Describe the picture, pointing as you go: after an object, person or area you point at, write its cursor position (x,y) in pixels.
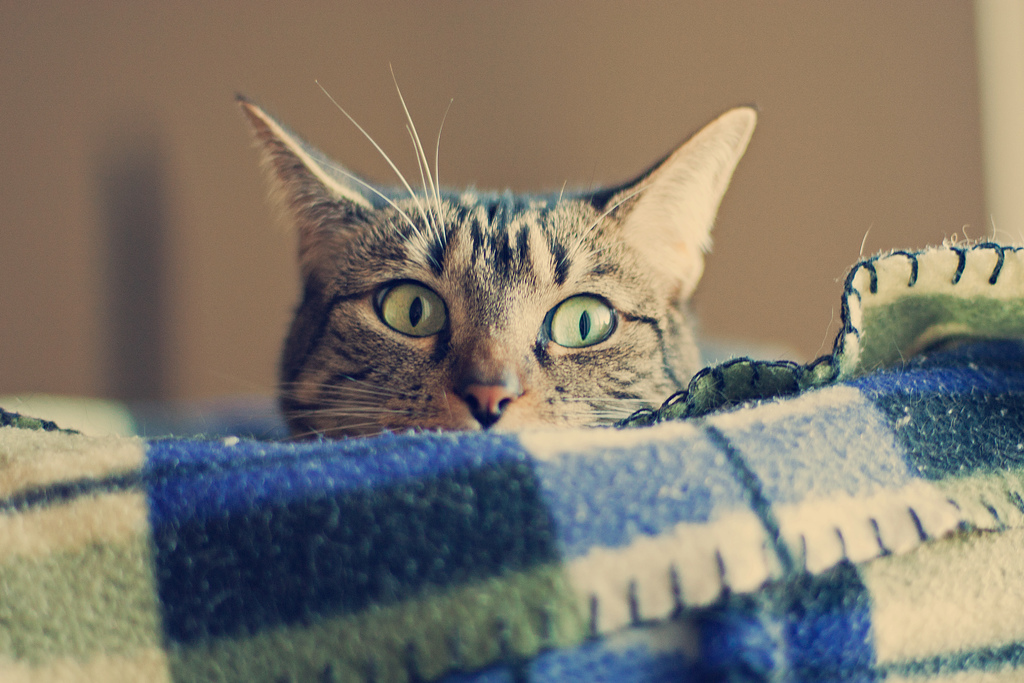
In this picture there is a cat (418,251) and we can see a cloth (898,307). In the background of the image (893,199) it is blurry.
